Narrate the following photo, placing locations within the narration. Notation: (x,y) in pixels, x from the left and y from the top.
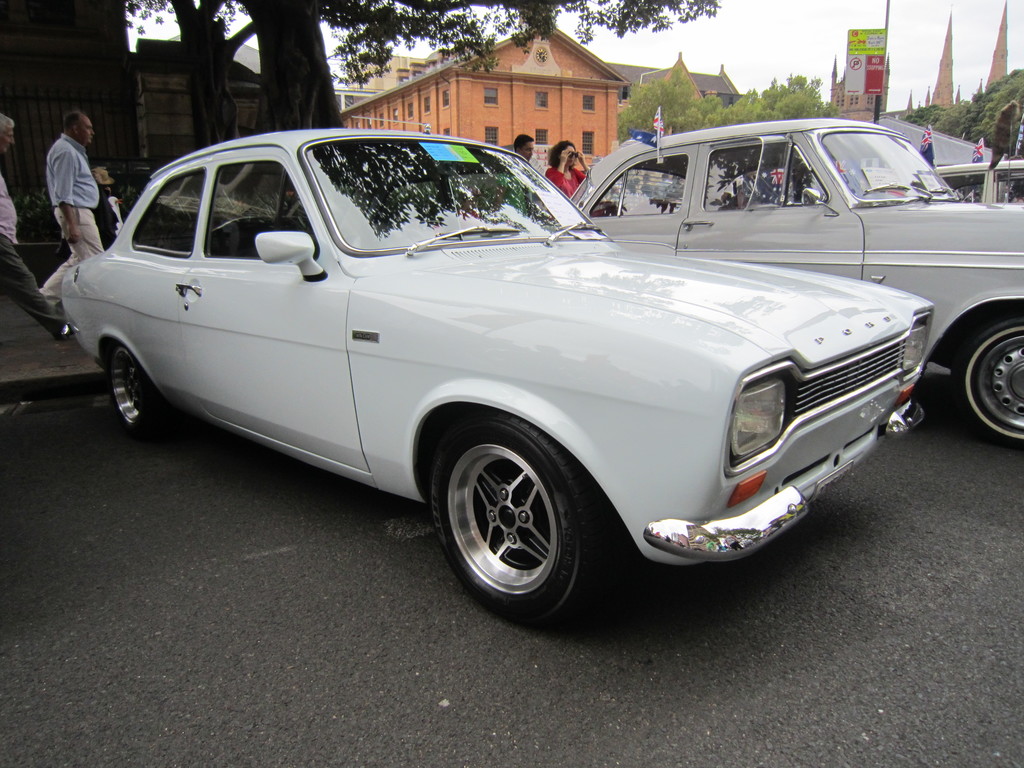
There are cars (719,368) on the road (301,613). Here we can see four persons (572,181), flags (973,156), hoarding (879,32), trees (295,48), and buildings (548,63). In the background (917,6) there is sky (931,41).
